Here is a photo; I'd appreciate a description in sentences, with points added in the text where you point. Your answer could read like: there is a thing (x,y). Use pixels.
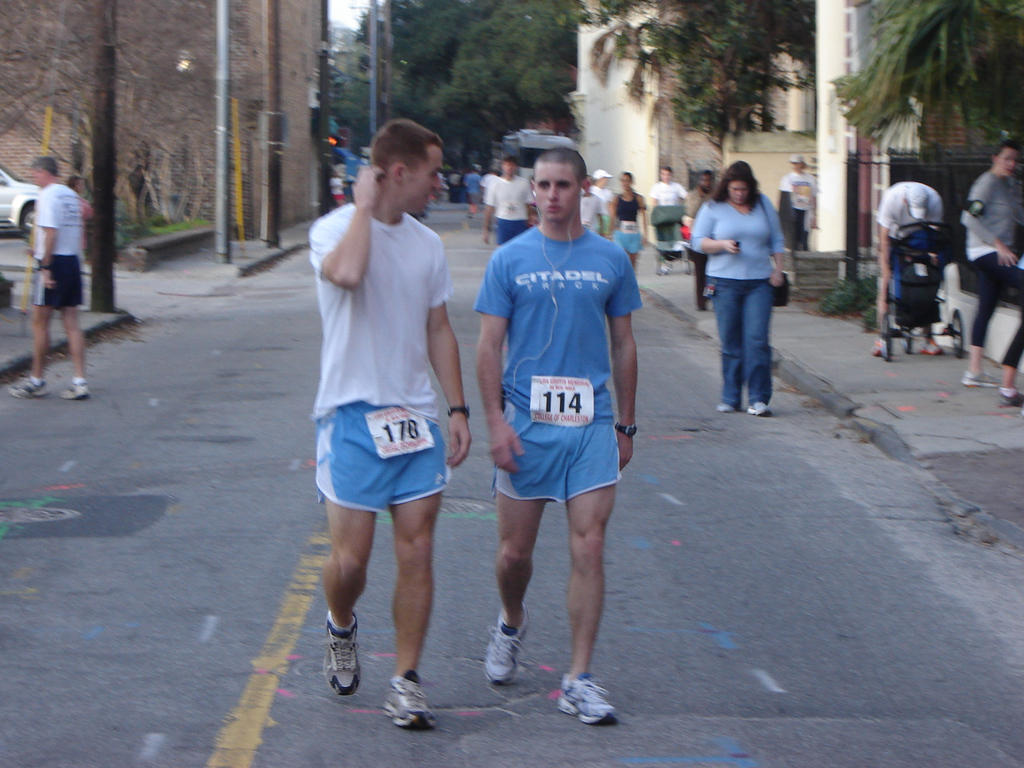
In this image, there are a few people (516,491). We can see some trees (488,146), poles (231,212). We can see some lights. We can see the ground (8,230). We can see a vehicle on the left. We can also see a few baby trolleys (667,254). We can also see the fence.
